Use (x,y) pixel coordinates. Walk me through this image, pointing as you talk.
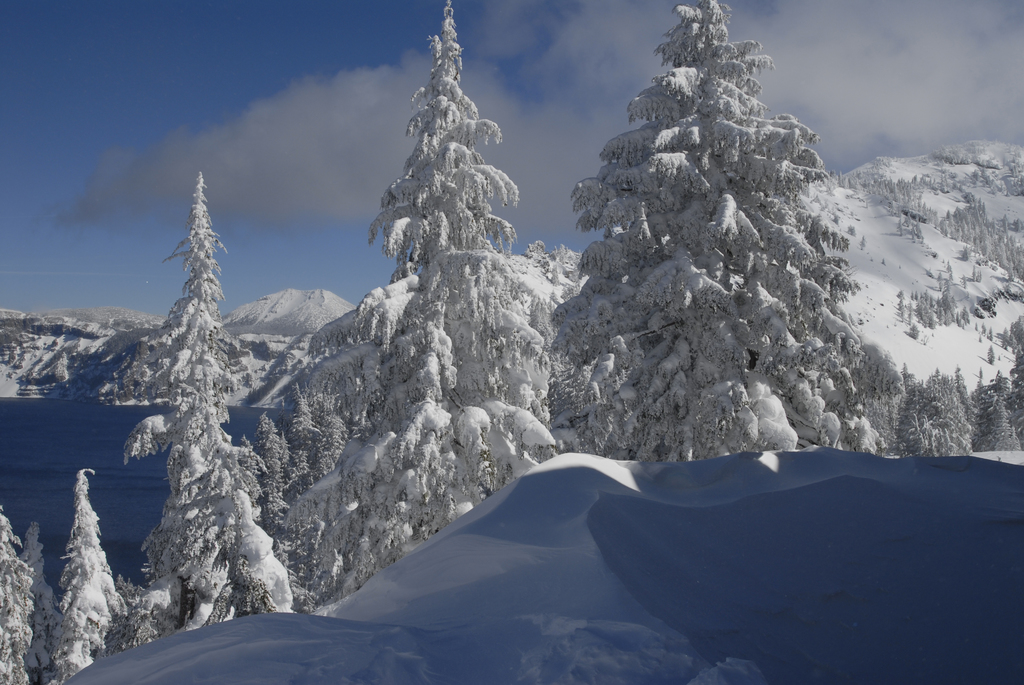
In this image there are mountains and trees (144,641) covered with snow (342,595).
